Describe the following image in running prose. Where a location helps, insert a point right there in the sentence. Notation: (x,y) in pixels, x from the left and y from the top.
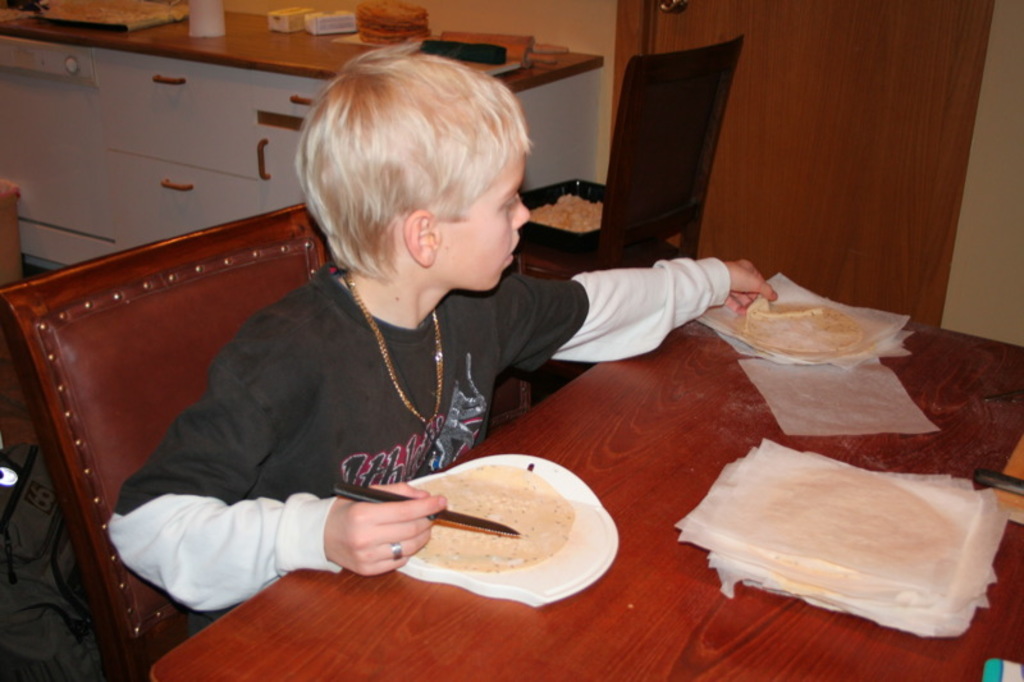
In this picture I can observe a boy (400,339) sitting on the chair (187,306) in front of a table (584,658). I can observe food (471,538) placed on the table (713,397). In the background (138,23) I can observe few things (369,36) placed on the desk (175,50).
